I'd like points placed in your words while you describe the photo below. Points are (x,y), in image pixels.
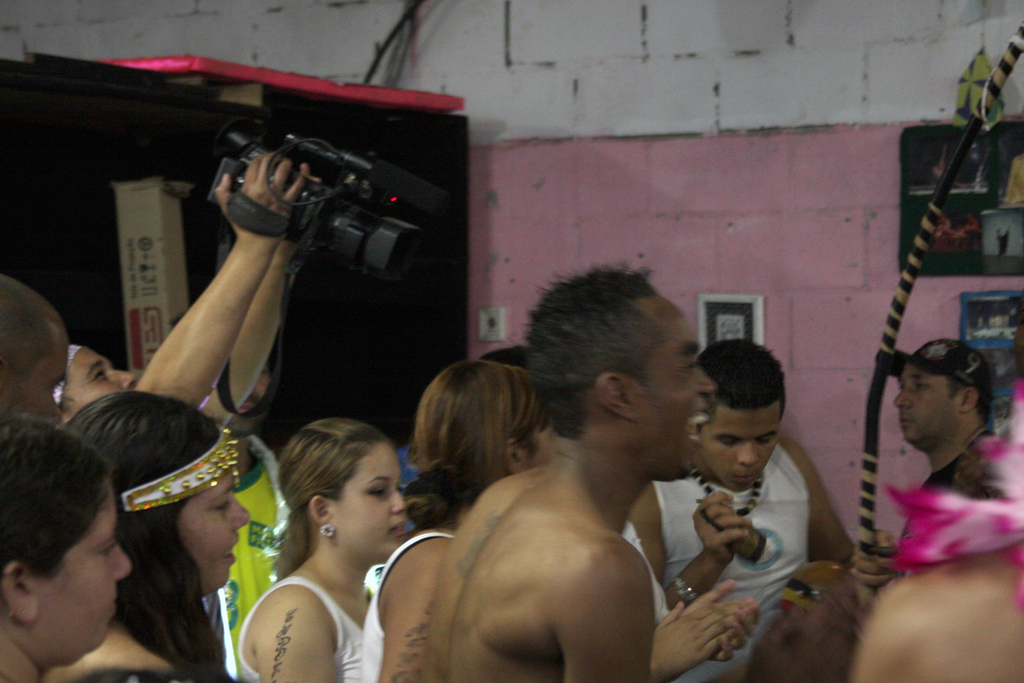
The picture consists of few people (571,494) stood and smiling, In the back side (194,342) there is a man (127,378) holding camera (327,233) and capturing.
